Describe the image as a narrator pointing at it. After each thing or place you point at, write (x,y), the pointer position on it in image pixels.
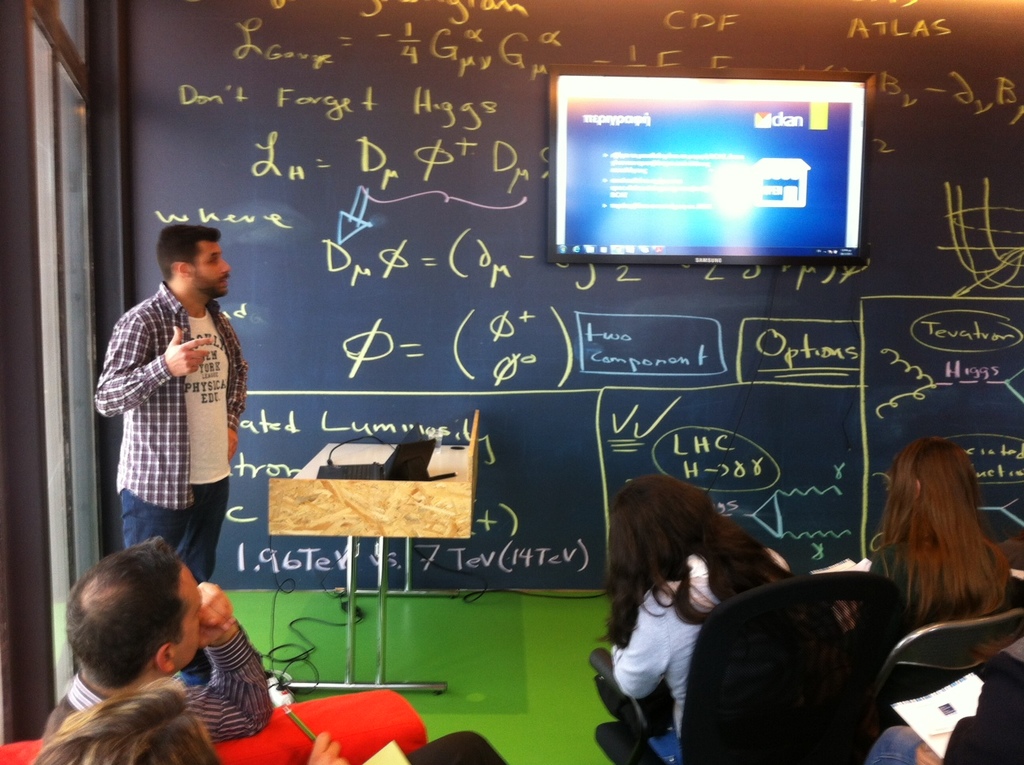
In this image there is a person (210,455) standing, beside him there is a table (371,525) and few objects (385,469) on it, behind him there is a blackboard (502,322) with some text (673,344) on it and there is a screen (694,247) hanging to it, in front of the person (156,504) there are few people (689,664) sat on their chairs (707,700) and a few are holding papers (938,705) and pens (294,718).
